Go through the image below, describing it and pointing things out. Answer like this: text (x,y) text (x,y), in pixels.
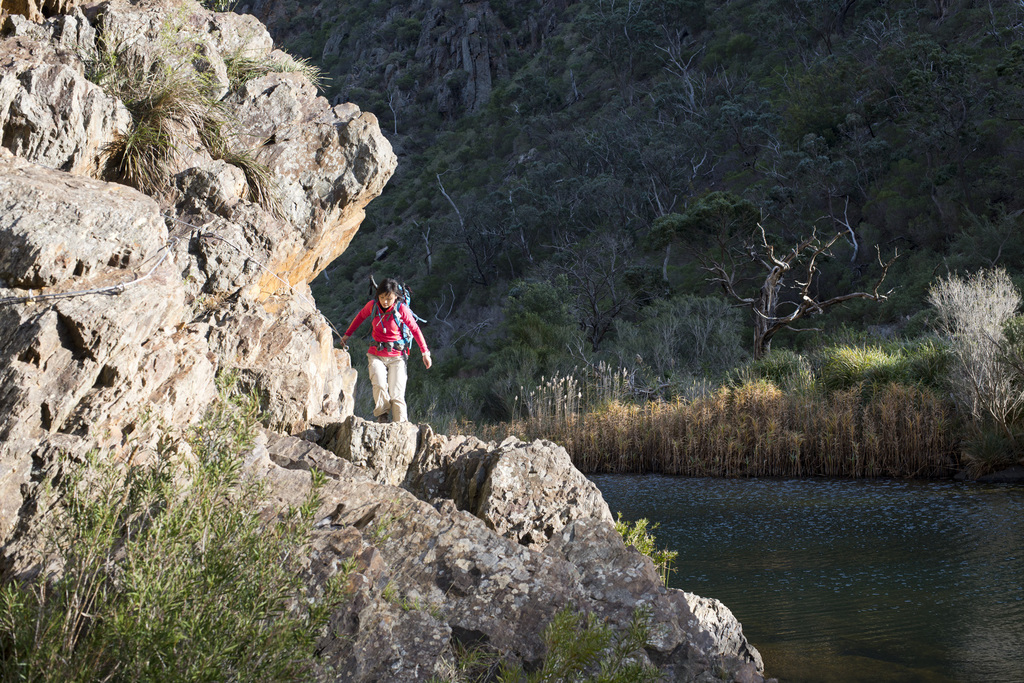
In this picture we can see plants (109,513), rocks (250,465), person (392,343) carrying a bag (404,339), water (938,577) and in the background (661,383) we can see trees (668,141).
